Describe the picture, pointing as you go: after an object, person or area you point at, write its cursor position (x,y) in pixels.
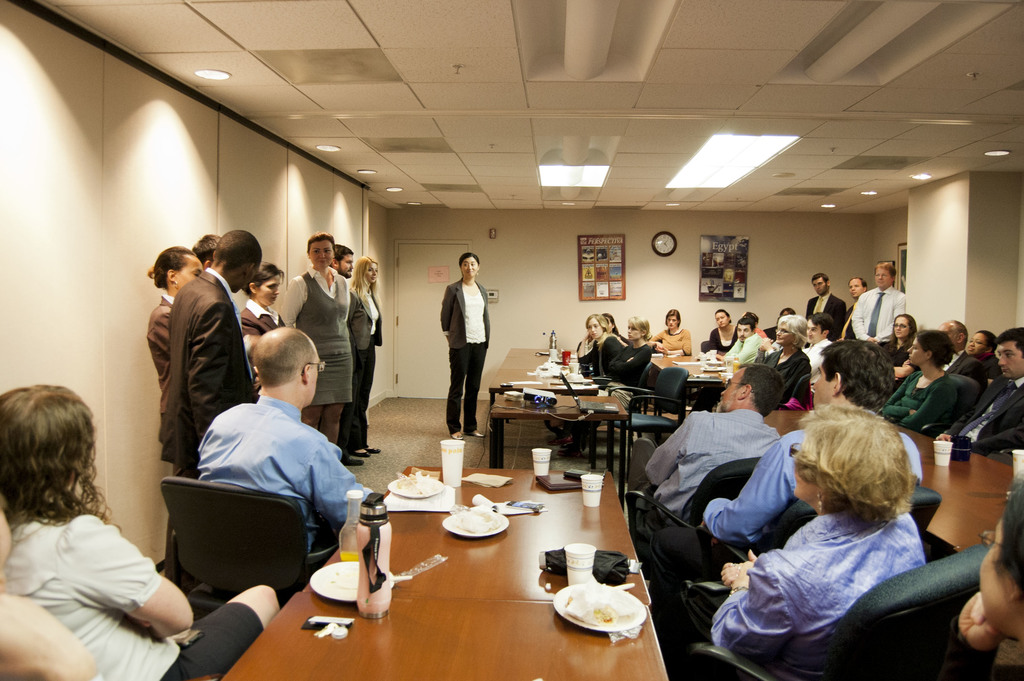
Here we can see some persons (776,654) are sitting on the chairs (656,393). These are the tables (956,526). On the table (548,516) there are glasses (450,468), plates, and a bottle (354,523). Here we can see some persons (274,313) are standing on the floor (405,408). This is door (408,333) and there are lights (731,151). On the background (537,238) there is a wall (553,269) and these are the frames (710,266). And there is a clock (664,247).
